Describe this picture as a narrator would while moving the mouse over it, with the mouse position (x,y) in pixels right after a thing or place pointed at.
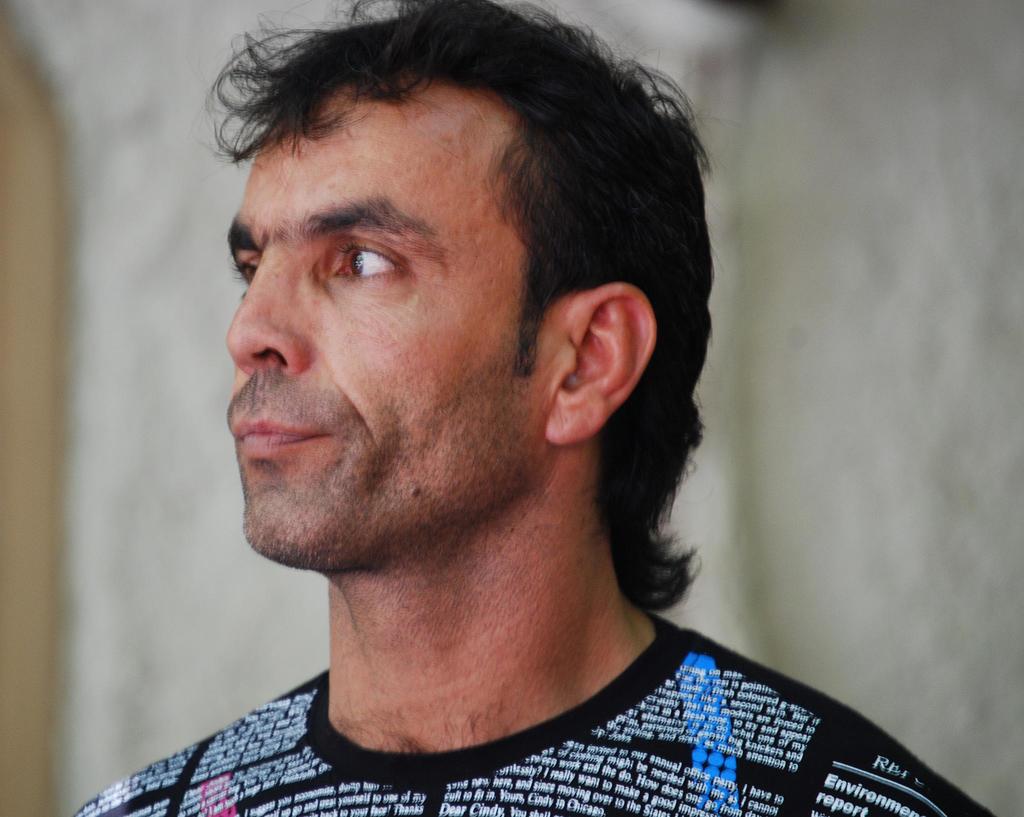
In this picture there is a person (775,773) wearing black T-shirt (717,775) which has something written on it and there is a wall (787,298) in the background (773,206).
